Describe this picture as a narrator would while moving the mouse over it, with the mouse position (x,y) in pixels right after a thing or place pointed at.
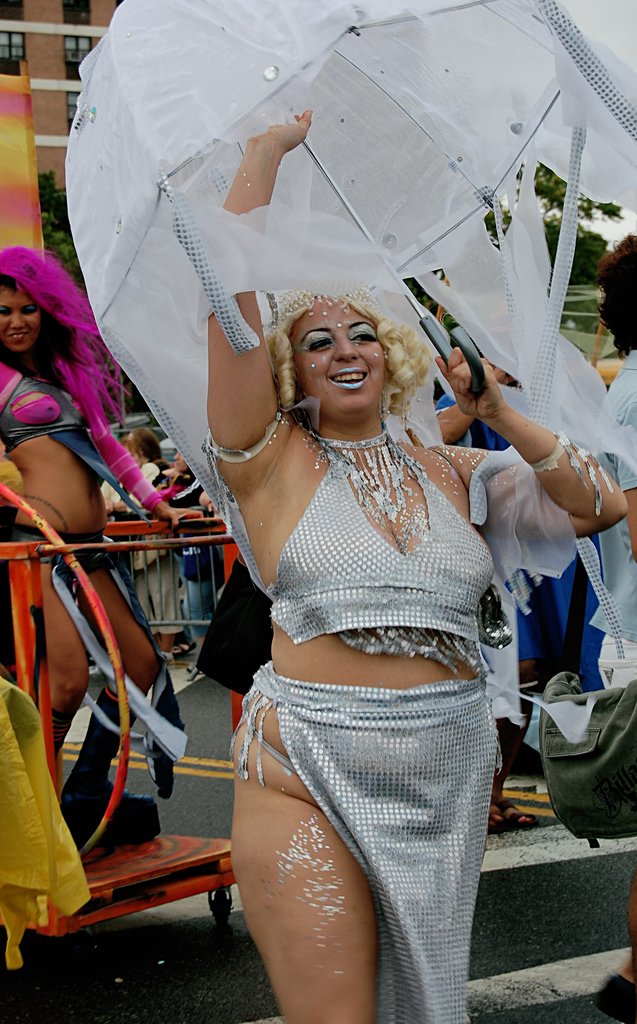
There is a lady (271,666) holding an umbrella (283,280). On the right side (581,645) there is another person (609,652) wearing a bag (608,735). In the back (135,605) there is another lady (52,473) standing on a trolley (142,871). In the back (59,81) there is a building (39,65) with windows (80,53).
